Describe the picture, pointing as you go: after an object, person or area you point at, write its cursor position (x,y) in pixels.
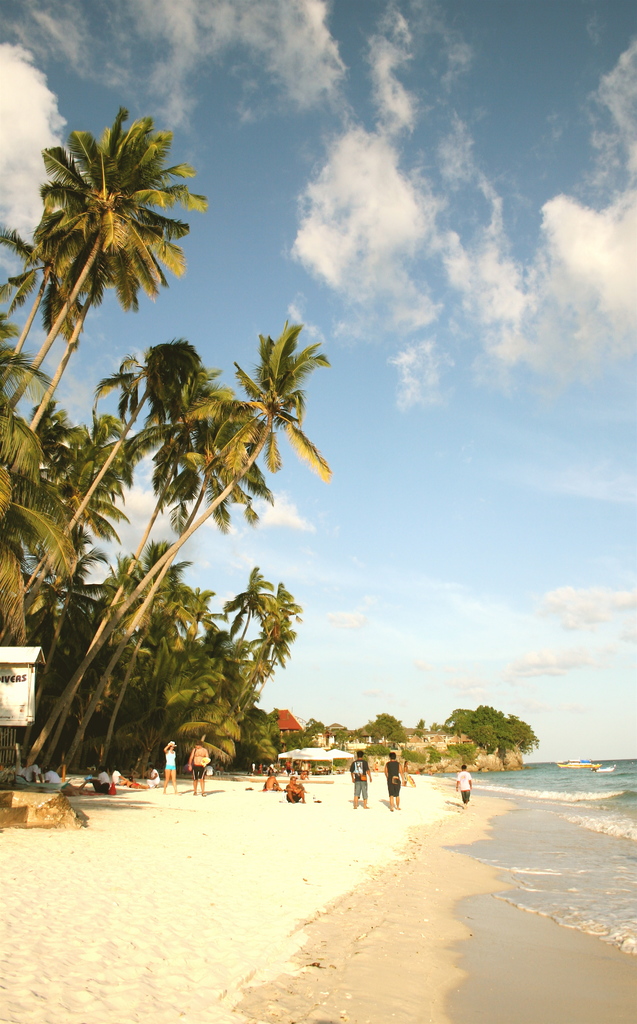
In this image I can see group of people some are walking and some are sitting. Background (172,659) I can see trees (73,563) in green color, water (580,851), and the sky (554,312) is in blue and white.
